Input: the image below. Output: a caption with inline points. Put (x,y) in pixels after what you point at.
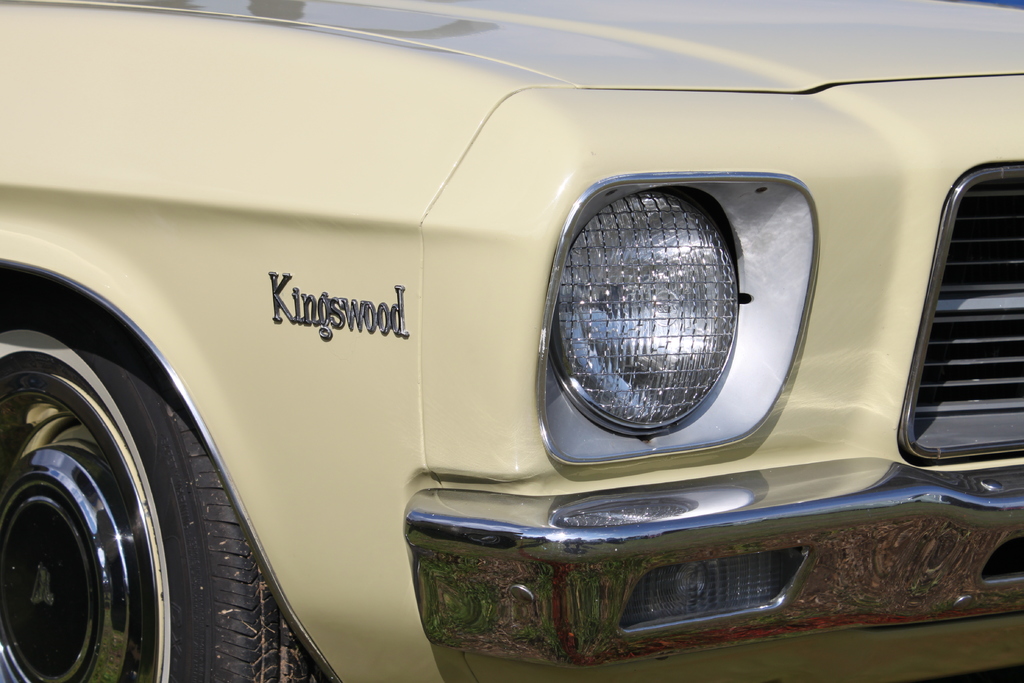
In the picture we can see a front part (514,649) of a car (848,252) with headlight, bumper (583,580), and a part (288,682) of the tire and name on the car (453,335) is kings wood.
